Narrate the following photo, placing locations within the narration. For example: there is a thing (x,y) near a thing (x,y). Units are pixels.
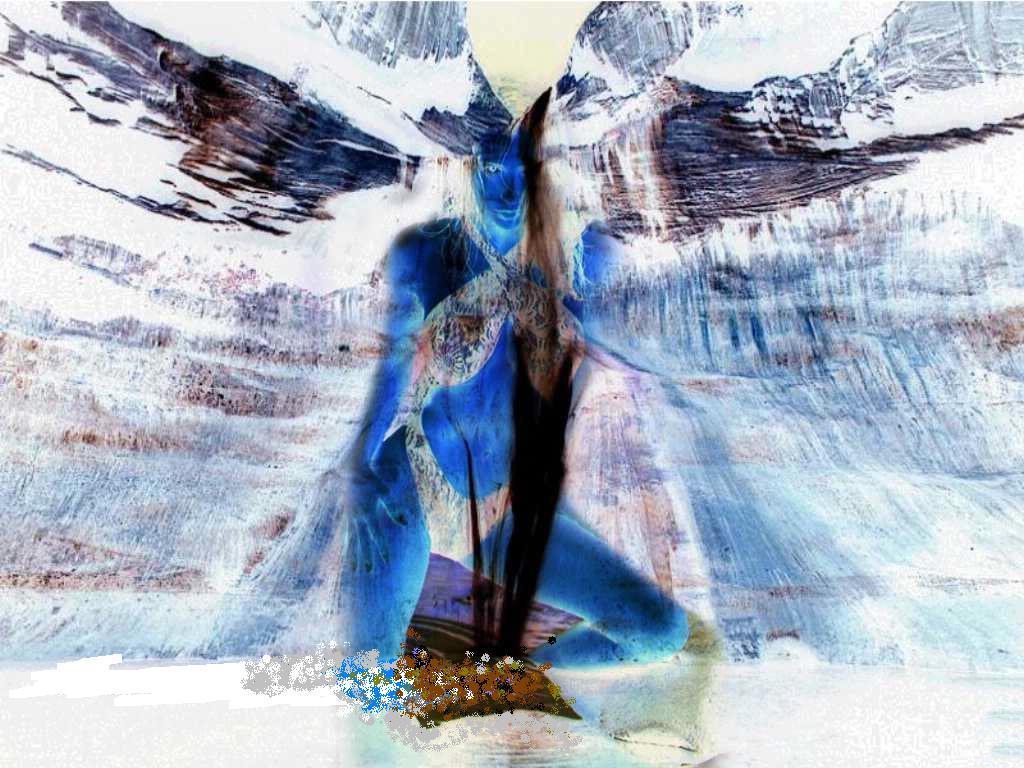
This picture looks like a graphical image of a woman (534,310).
